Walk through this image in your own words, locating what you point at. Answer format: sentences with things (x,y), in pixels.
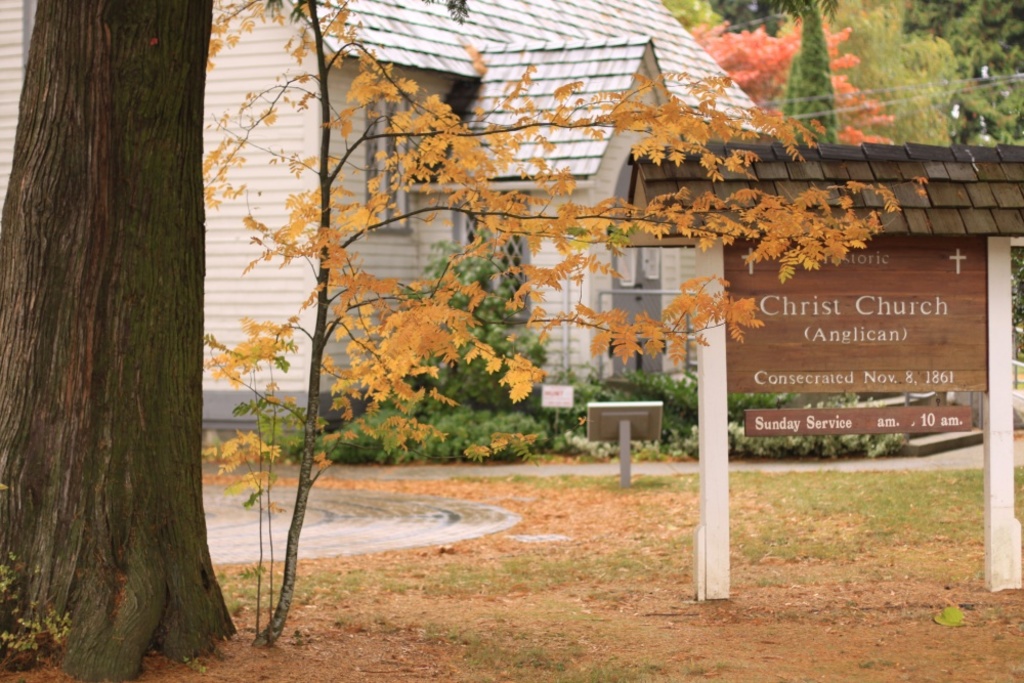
In this picture there is a tree (380,64) in the left side (188,337). We can observe a brown color board (902,302) in between the two white poles (998,524). There is a path (391,512) here. In the background (593,67) there is a house (600,79). We can observe some plants (457,406) and trees (833,66) here.
